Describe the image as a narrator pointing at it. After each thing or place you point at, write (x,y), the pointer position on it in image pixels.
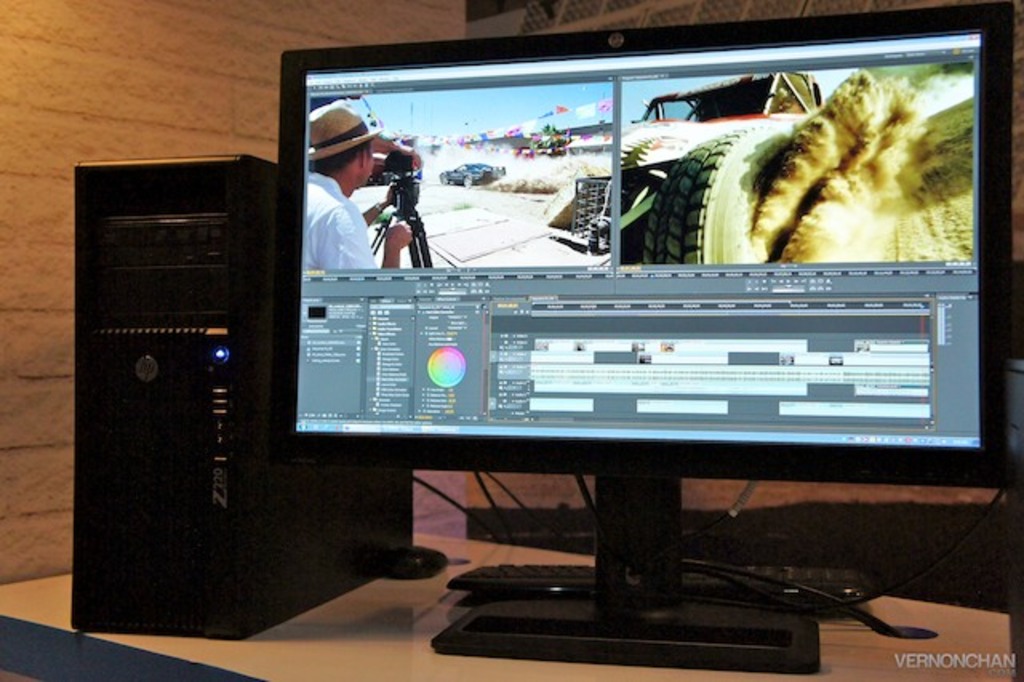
In this image there is a computer (586,355) on the table (428,583). Beside it there is a CPU (142,353). In the background (499,566) there is a keyboard (519,581) and a mouse (431,559) on the table (414,583). There are some picture (586,183) in the desktop (587,296).
